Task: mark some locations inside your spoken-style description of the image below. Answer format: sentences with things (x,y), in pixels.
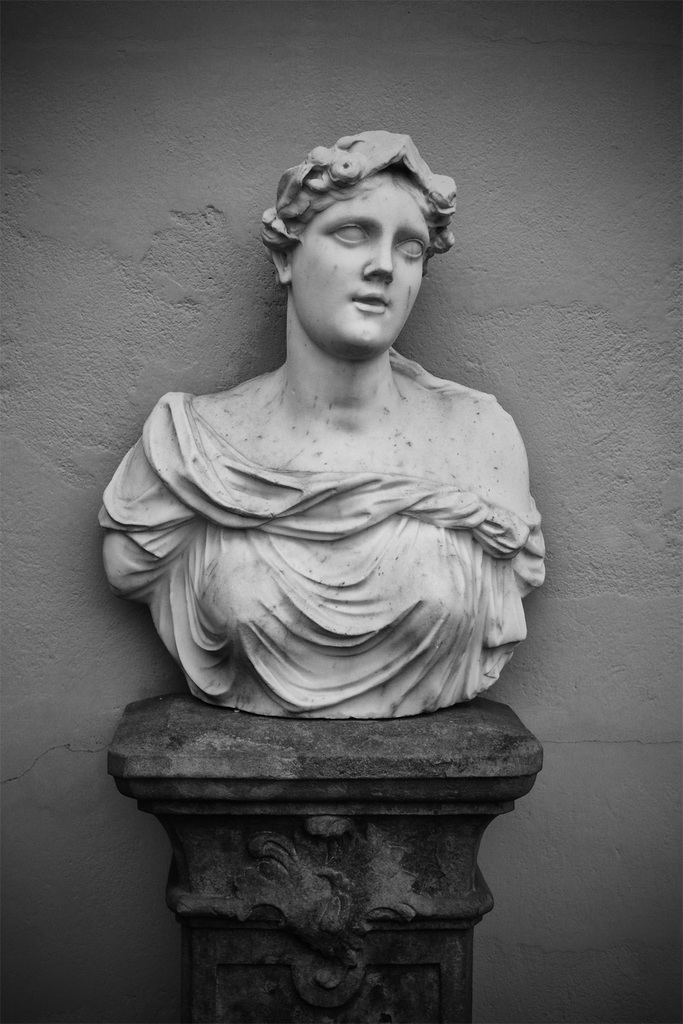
In this picture there is a statue (444,635) of a woman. At the back (27,824) there is a wall (560,144).
